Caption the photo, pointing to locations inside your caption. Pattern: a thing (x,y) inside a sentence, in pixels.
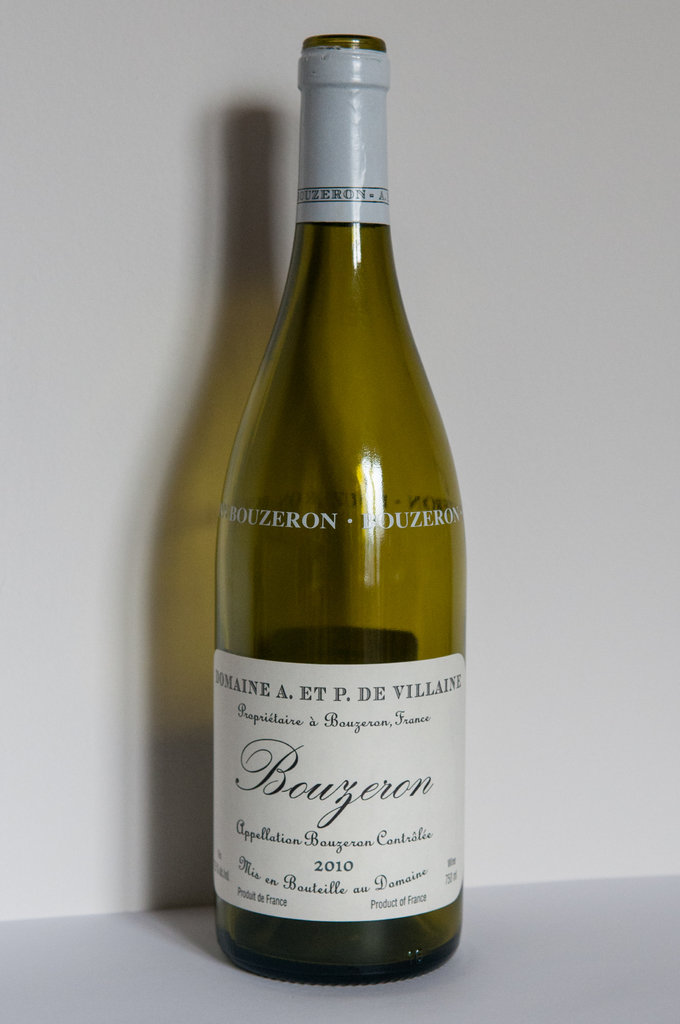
In this picture I can see a wine bottle (295,671) with a label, on an object (173,920), and in the background (188,729) there is a wall (59,441).
